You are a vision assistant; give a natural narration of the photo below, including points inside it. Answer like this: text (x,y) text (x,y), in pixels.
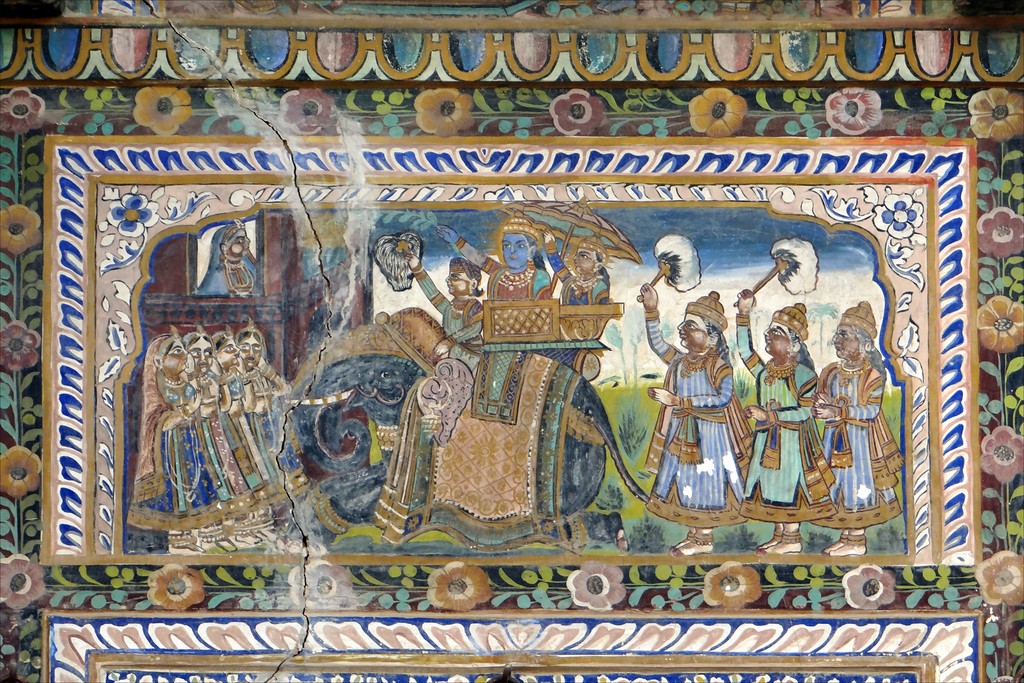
In this image I can see few paintings (242,490) of people (478,328), elephant (366,410) and some other on a wall (442,109).
